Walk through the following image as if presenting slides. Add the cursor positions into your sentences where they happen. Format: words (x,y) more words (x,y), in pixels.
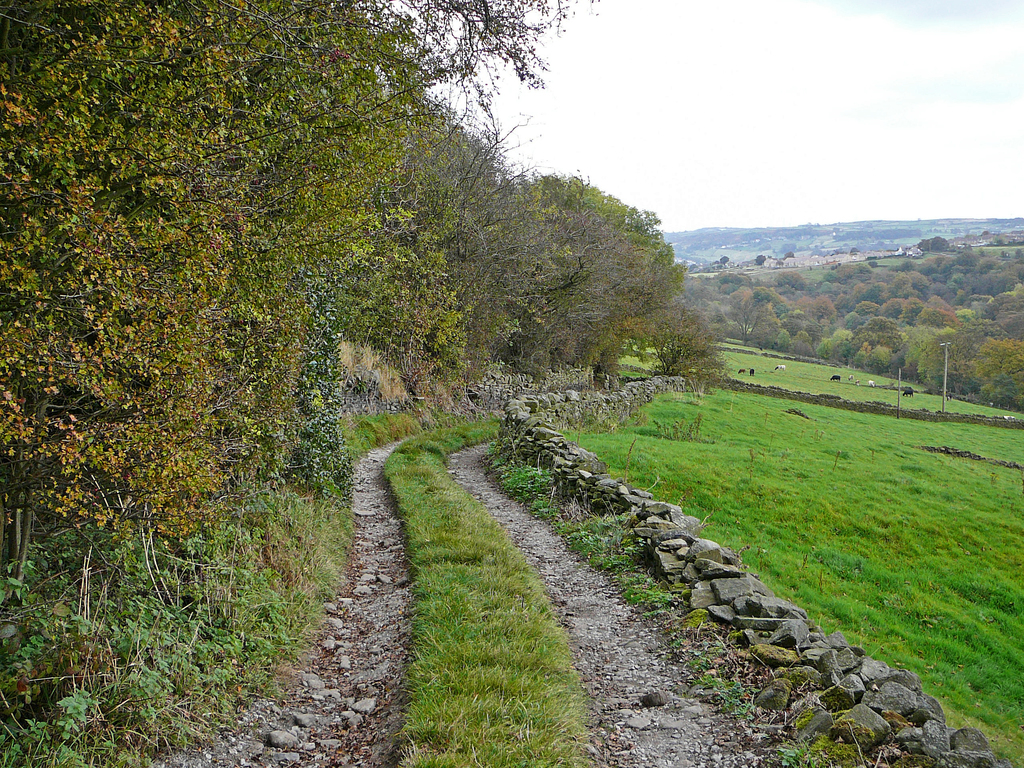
In this picture we can see the farmland (654,425). On the right (749,372) we can see some animals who are eating the grass (864,388). On the left (147,306) we can see the trees (251,309). In the background (711,262) we can see the mountains (999,229) and buildings (1010,237). At the top (819,148) we can see sky (824,51) and clouds (866,66). At the bottom (655,765) we can see the stones (682,527).
